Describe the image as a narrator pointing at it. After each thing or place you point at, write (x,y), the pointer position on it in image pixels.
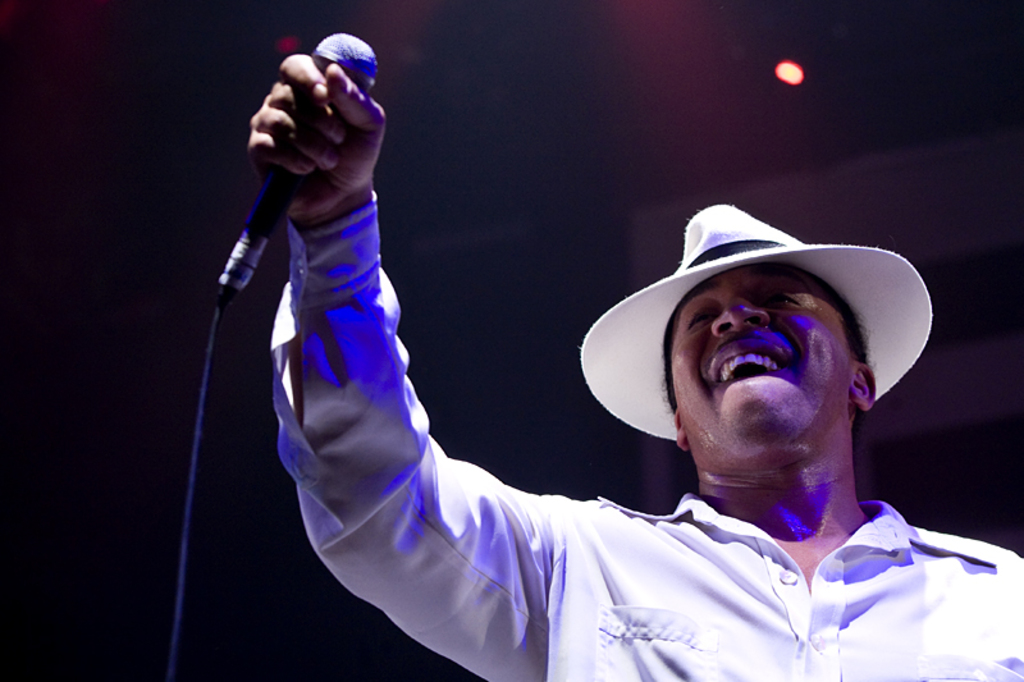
In this image a man (714,456) wearing white shirt (497,484) and white hat (685,245) is holding a mic (271,227). He is smiling.
